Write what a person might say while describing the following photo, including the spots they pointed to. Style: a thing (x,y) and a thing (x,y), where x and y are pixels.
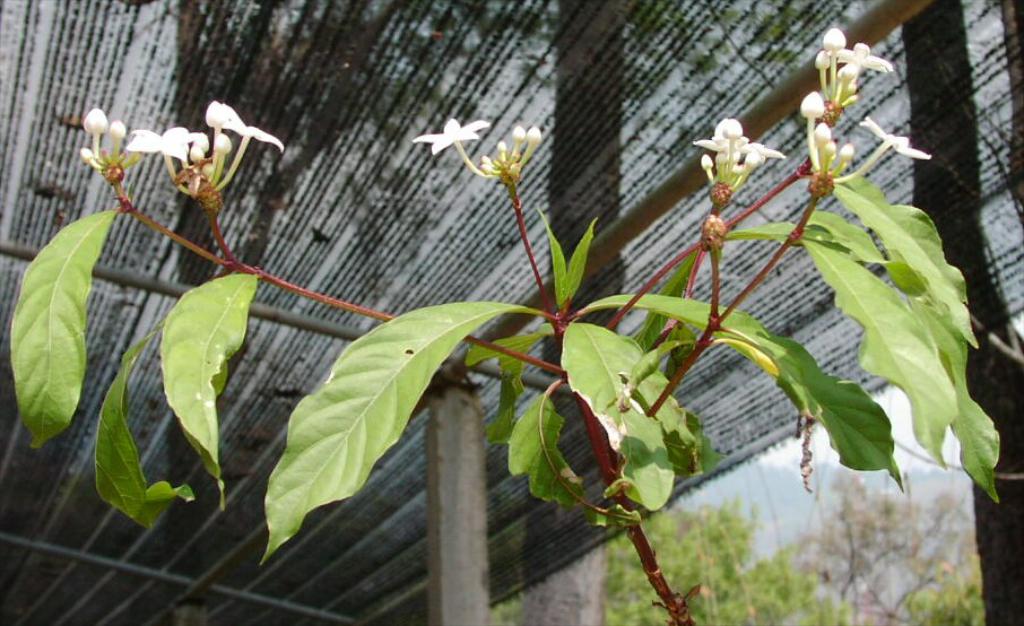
In this image there is a flower plant (550,469). On the top (322,163) there is roof (320,164). In the background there are trees (689,508).
